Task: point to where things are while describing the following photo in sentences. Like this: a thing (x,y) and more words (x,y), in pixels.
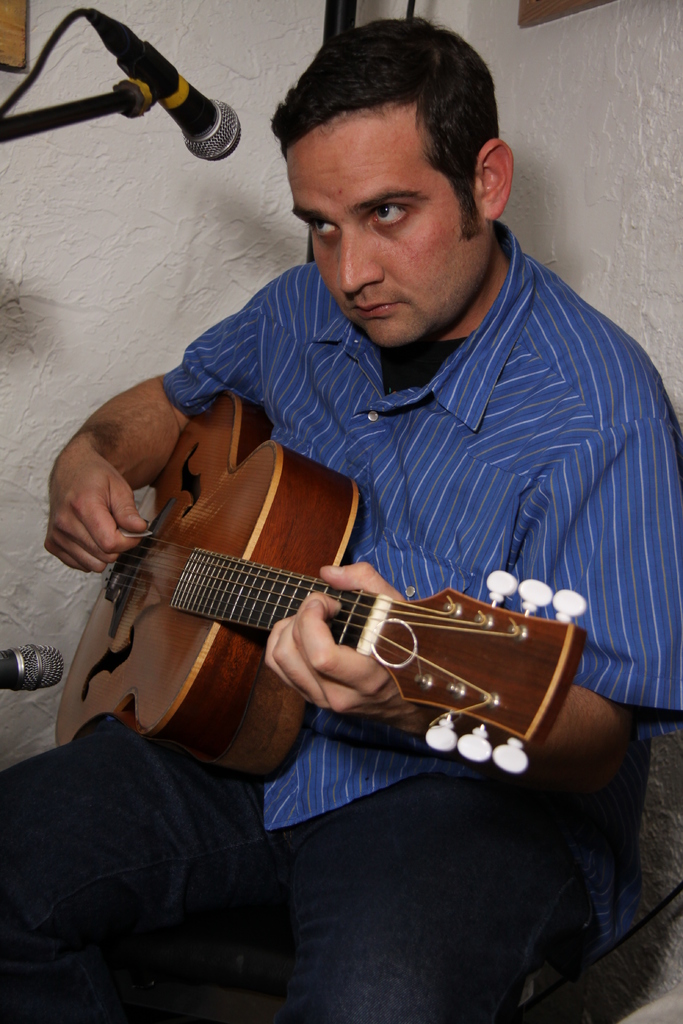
Here we can see one man (365,774) sitting and playing a guitar (212,648) in front of a mike (205,138). On the background (628,184) this is a wall (107,264).
